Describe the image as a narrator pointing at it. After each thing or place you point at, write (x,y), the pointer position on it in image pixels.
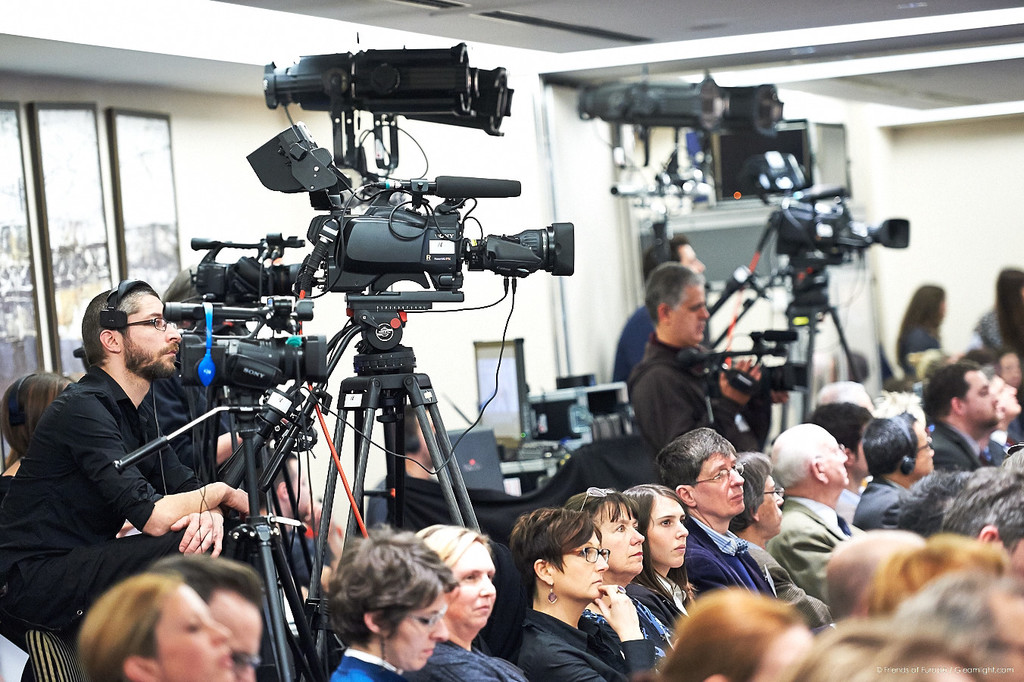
In this image there are group of people (969,498) some of them are sitting, and some of them are holding cameras (774,379). And in the center (356,231) there are some cameras (798,317) and tables (535,444), on the tables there are some monitors (477,466) and some objects (596,424). And in the background (71,260) there is a wall (640,169), frames (152,260) and some other objects (834,139). At the top (721,17) there is ceiling (630,23).
